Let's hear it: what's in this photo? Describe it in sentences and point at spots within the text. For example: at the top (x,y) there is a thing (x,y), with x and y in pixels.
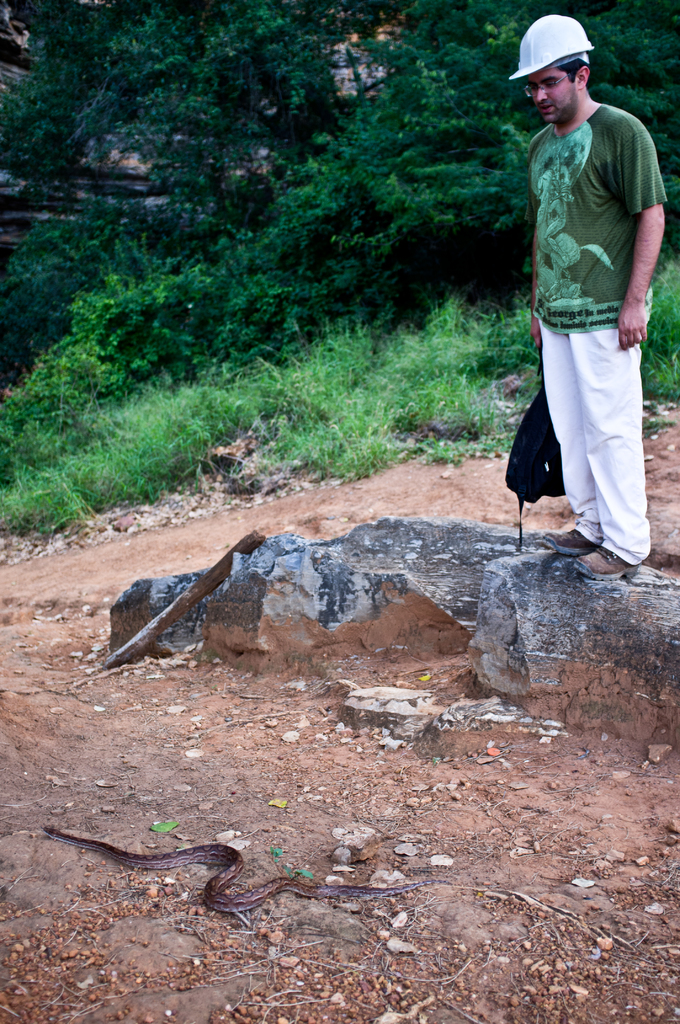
In this image, we can see a person (600,464) is standing on the rock (568,614) and holding a bag (538,433), wearing a helmet (554,39) and glasses (537,87). At the bottom (163,865), a snake (153,865) is moving on the ground (312,840). Background (24,461) there are so many trees (339,8), grass (246,398), plants (35,312) we can see.
